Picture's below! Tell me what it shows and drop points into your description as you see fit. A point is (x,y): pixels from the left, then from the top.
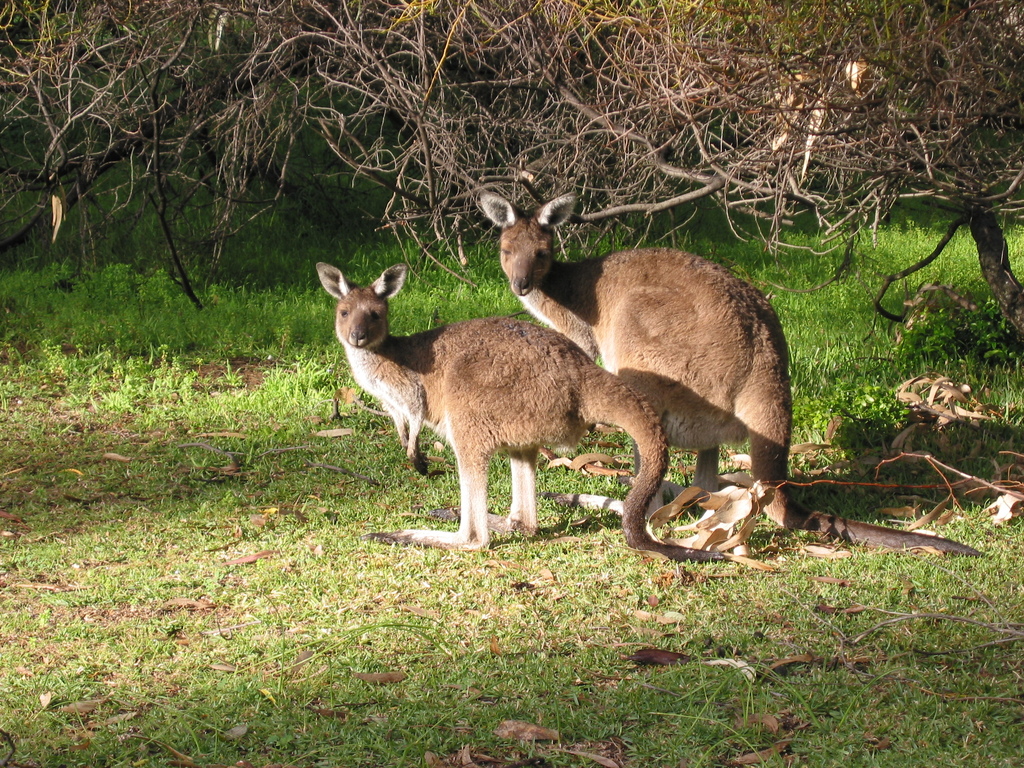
This picture is clicked outside. In the foreground (264,570) we can see the green grass (565,595) and dry leaves (854,657). In the center (569,380) we can see the two animals (543,401) seems to be the kangaroos (658,487) standing on the ground (608,523). In the background (815,226) we can see the green grass (798,226) and the dry stems (760,95).
